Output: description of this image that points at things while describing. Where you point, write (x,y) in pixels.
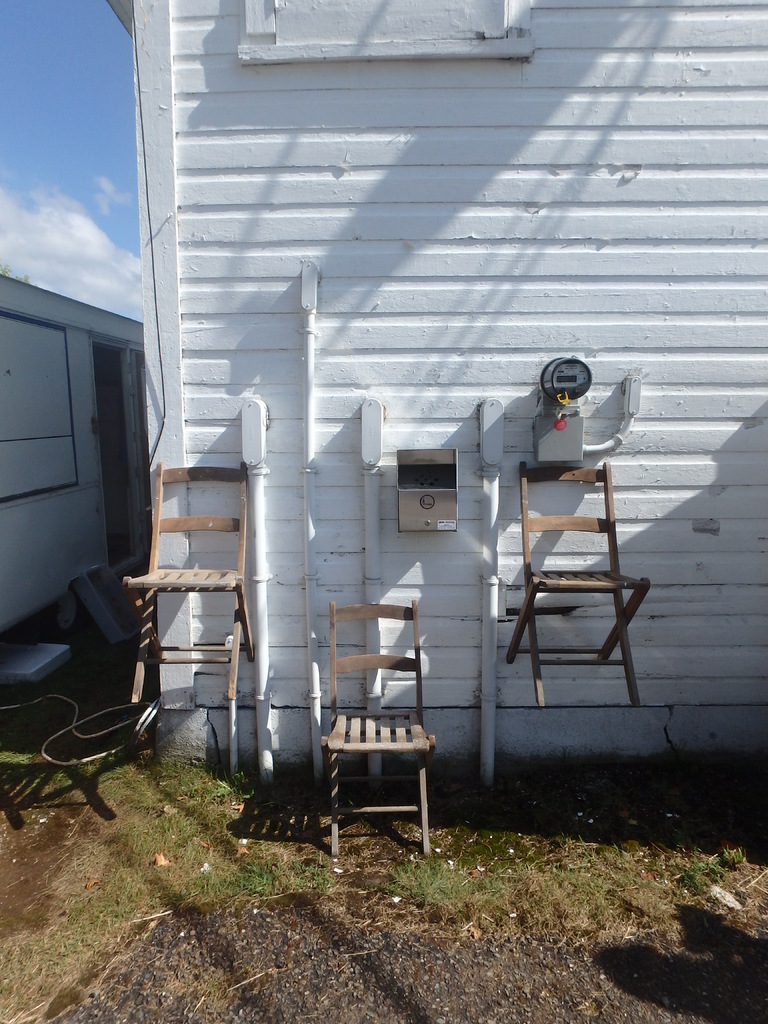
In the image in the center (410,472) we can see one vehicle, wall (675,574), pipes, meter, box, three wooden chairs (205,579), grass (45,729) etc. In the background (49,110) we can see sky (55,198) and clouds (55,198).
